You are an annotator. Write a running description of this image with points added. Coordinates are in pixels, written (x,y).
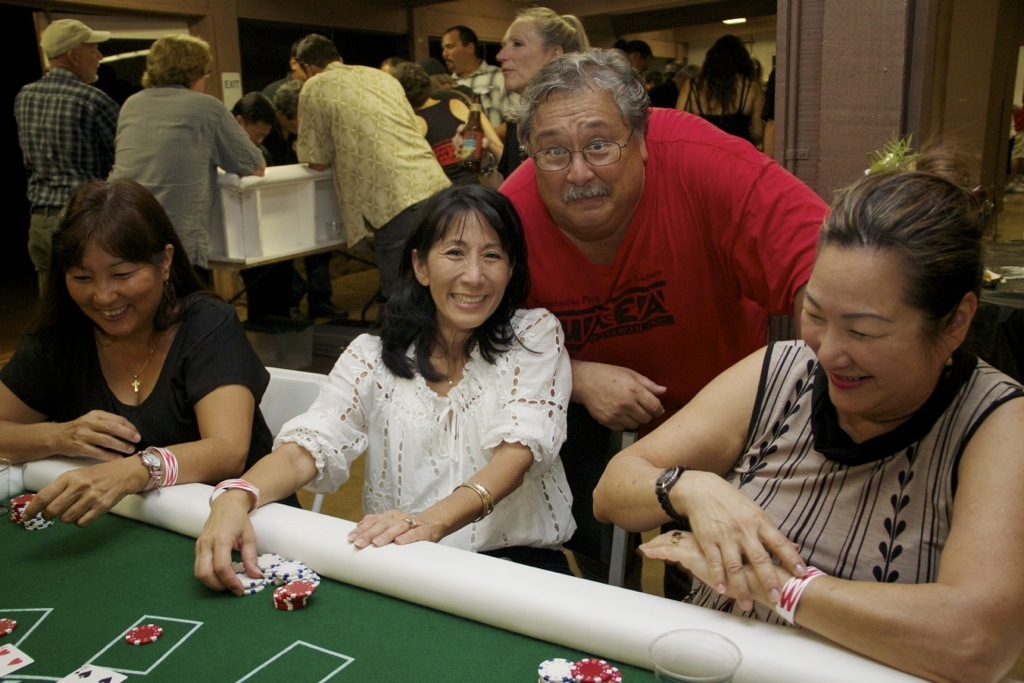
This picture is taken in a club (346,25). In the foreground of the picture (326,613) there is a board (242,680), on the board (416,666) there are coins (273,571) and cards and a glass (696,682). In the center of the picture (434,421) there are many people (673,183) standing and few (188,383) are sitting. On the right (853,73) there is a wall (836,94). On the background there are doors (258,37) and ceiling lights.
